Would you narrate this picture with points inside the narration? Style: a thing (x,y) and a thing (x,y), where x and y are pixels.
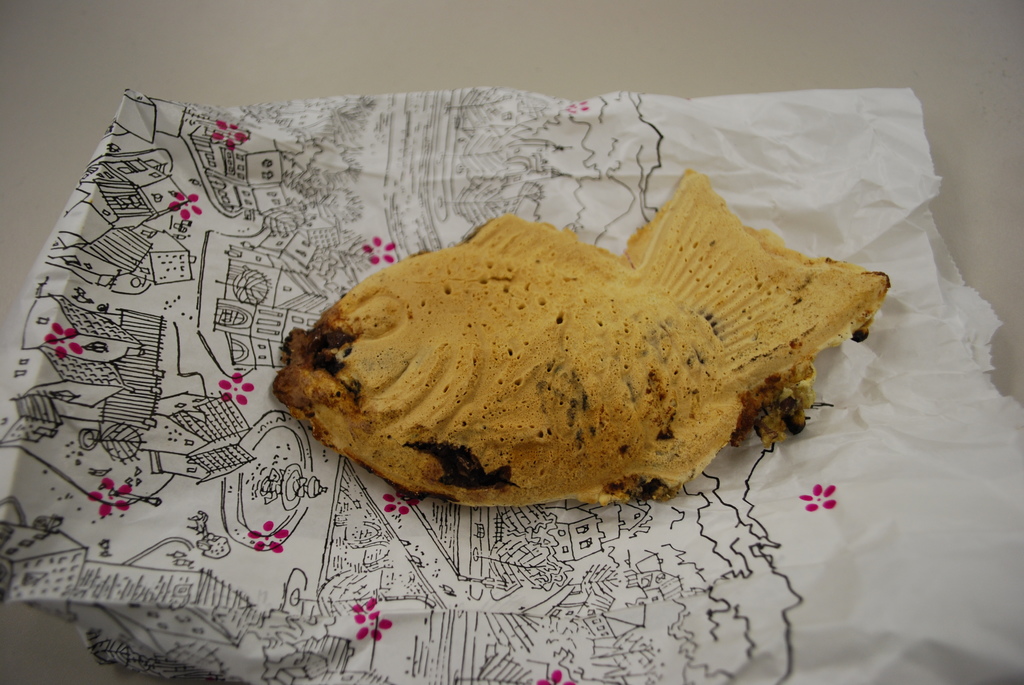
In this picture I can see the fish-shaped pastry (587,468) which is kept on this paper cover (904,368). At the top (591,16) there is a table (590,16).
